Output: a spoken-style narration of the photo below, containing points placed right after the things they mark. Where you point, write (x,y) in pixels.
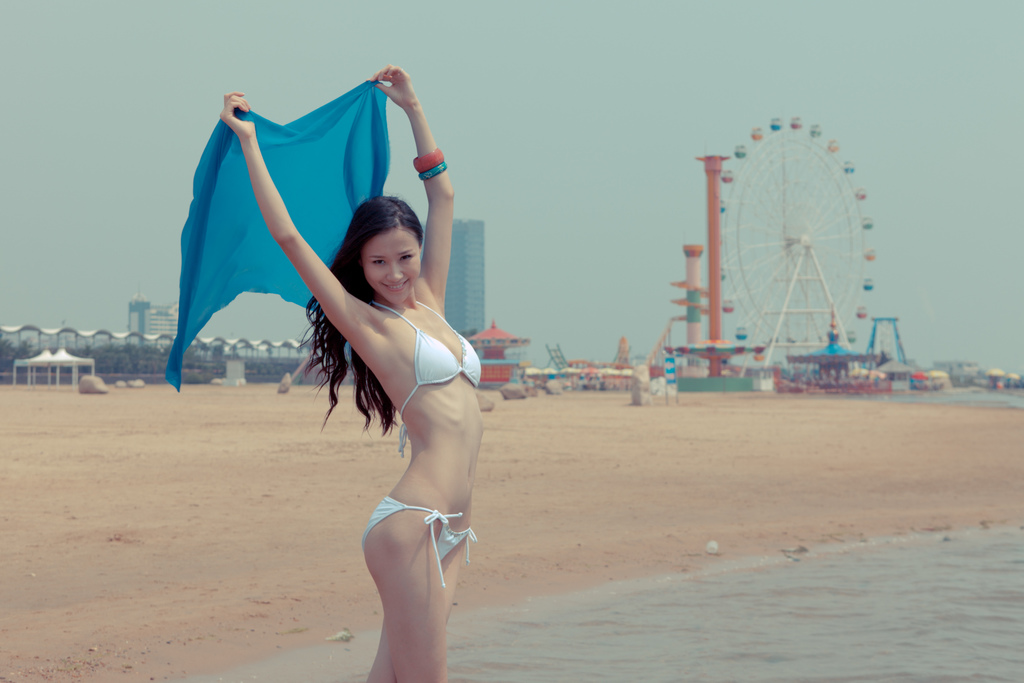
In the picture we can see a woman (428,287) standing on the beach (245,560) near the water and in the background (649,213), we can see a giant wheel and a pillar (717,360) and we can also see some building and a sky (551,207).
